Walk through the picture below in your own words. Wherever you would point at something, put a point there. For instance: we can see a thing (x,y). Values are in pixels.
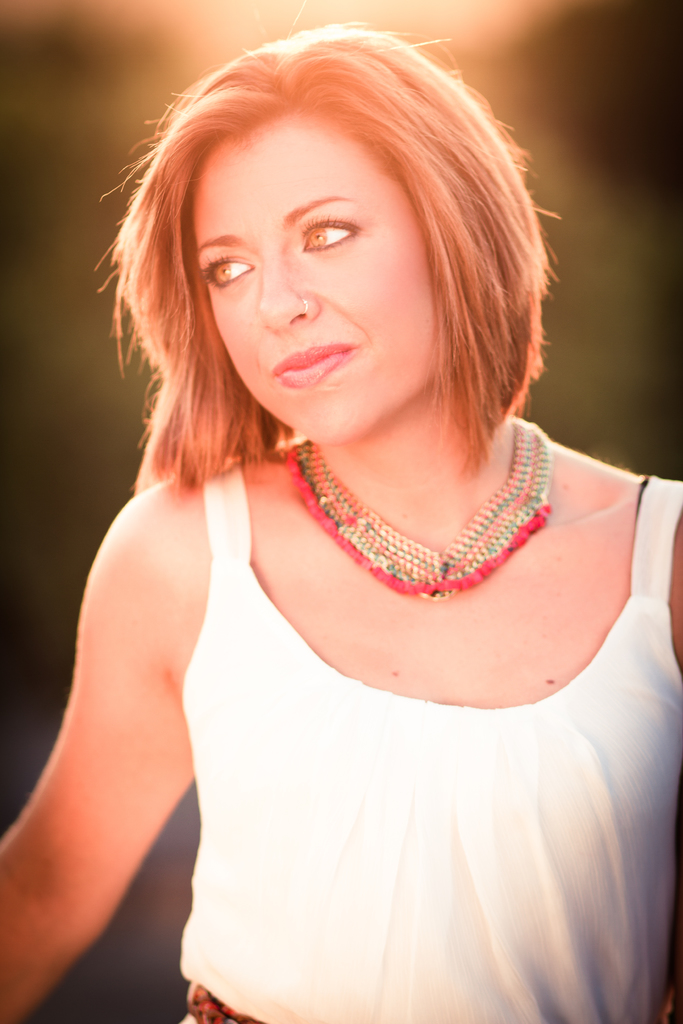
In this image I can see there is an image of a woman (320,753), she is wearing a necklace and a white dress (283,985). In the background (105,132) is blurred.
